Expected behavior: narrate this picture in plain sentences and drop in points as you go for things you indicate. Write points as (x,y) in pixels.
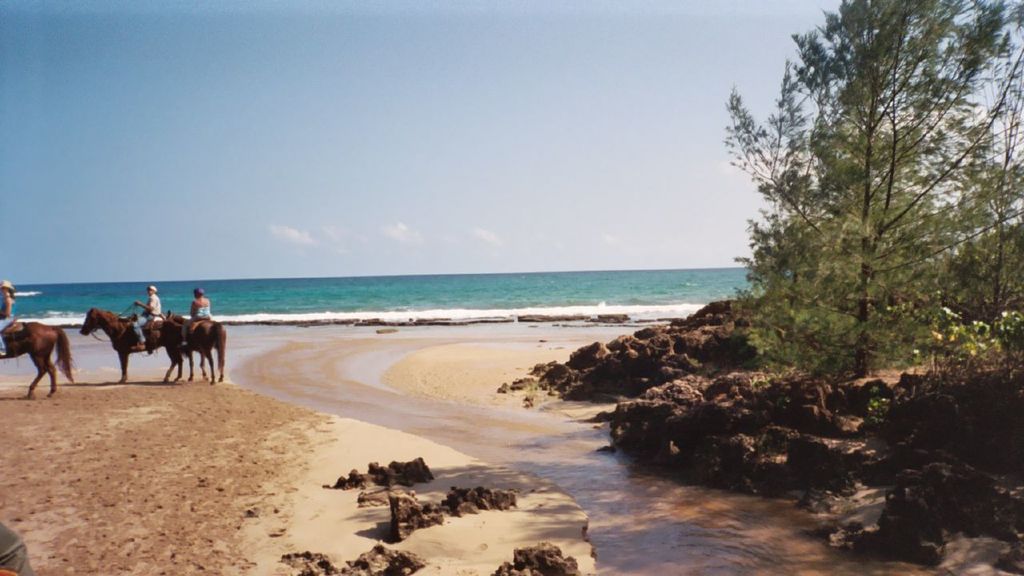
In this image, I can see three people (150,311) sitting on the horses (36,360). It looks like a seashore (401,349). These are the rocks (410,523). I think this is a sea (288,298). Here is the sky (433,255). On the right side of the image (868,307), I can see the trees (967,334).
